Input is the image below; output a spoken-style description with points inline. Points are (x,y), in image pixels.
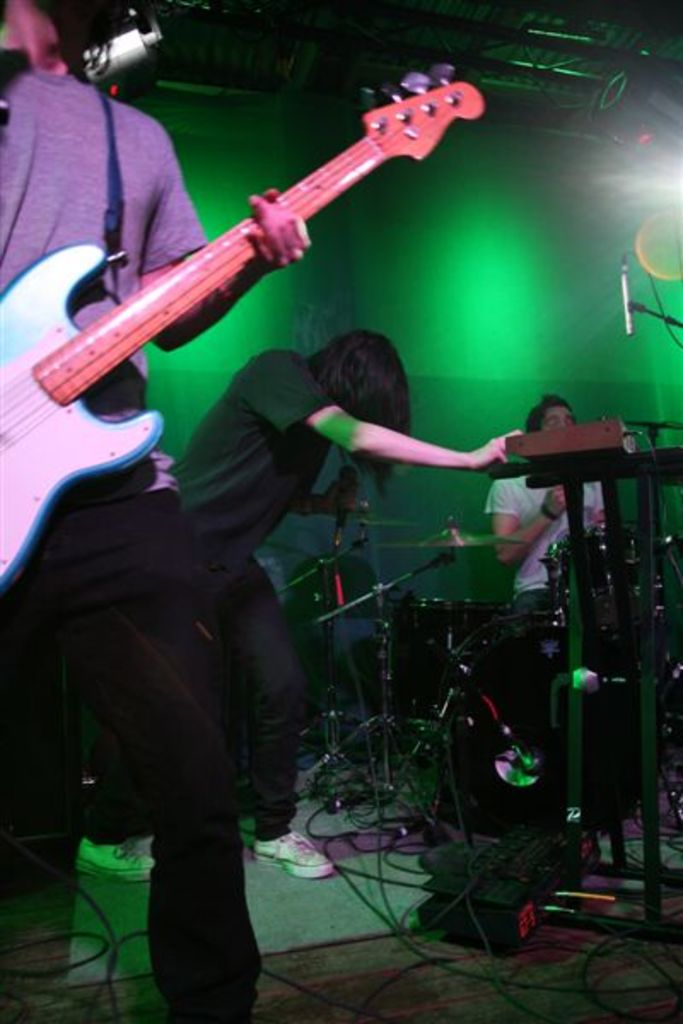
This picture shows there is a man (414,449) standing here this another man (519,534) playing a drum set (587,762) over here is another man (41,42) playing guitar (7,326) and there is a green light (509,300).
